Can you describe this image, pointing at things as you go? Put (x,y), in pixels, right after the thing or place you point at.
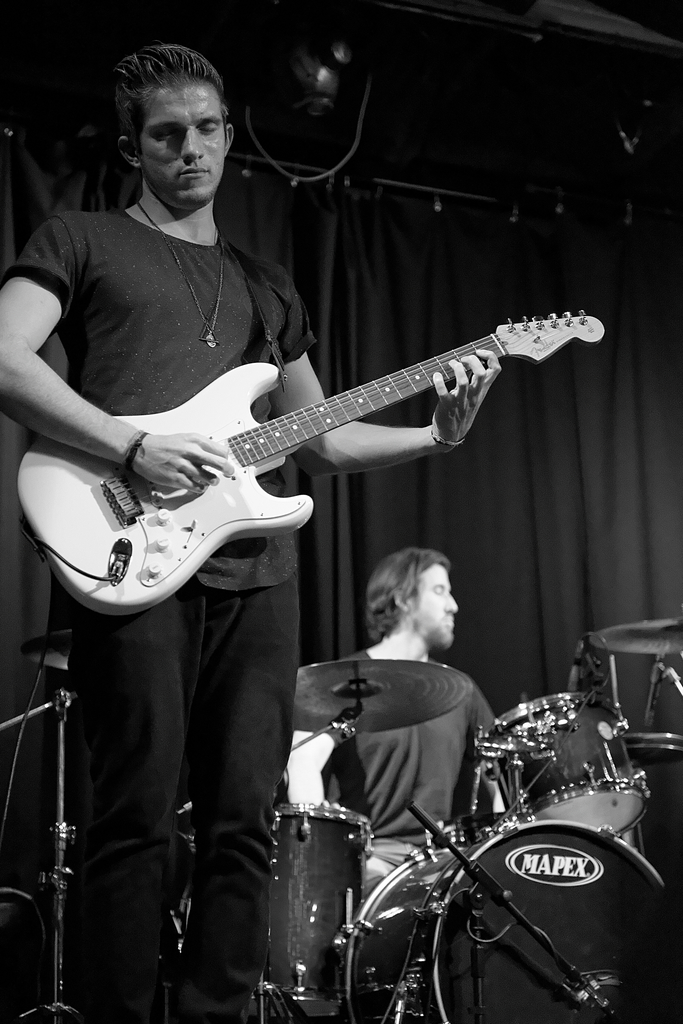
In this picture there is a person (110,291) who is holding a guitar (135,524) and behind there is a man (436,736) who is playing a musical instrument (373,675).
